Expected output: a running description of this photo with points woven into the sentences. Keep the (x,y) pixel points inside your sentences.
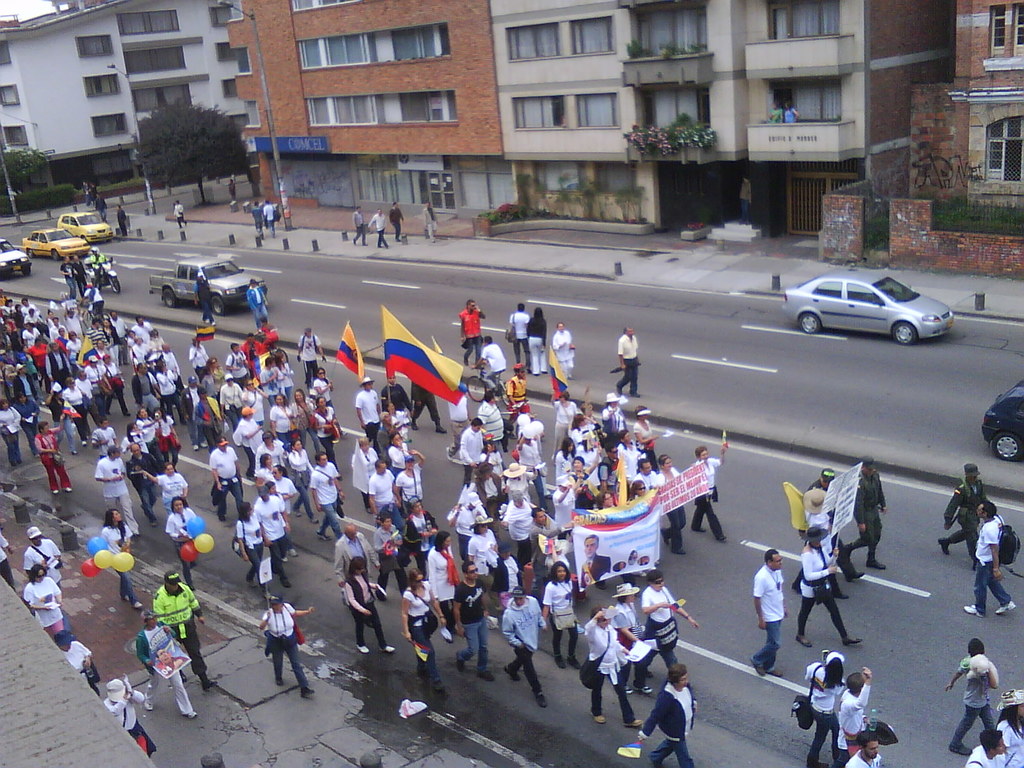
Bottom left side of the image (174,594) many people (190,602) are walking on the road (59,273) and holding banners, flags (394,359) and balloons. Behind them there are some vehicles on the road (1020,465). Top of the image (900,5) there are some buildings (22,67) and trees (17,186) and poles (129,98) and plants (933,204).
